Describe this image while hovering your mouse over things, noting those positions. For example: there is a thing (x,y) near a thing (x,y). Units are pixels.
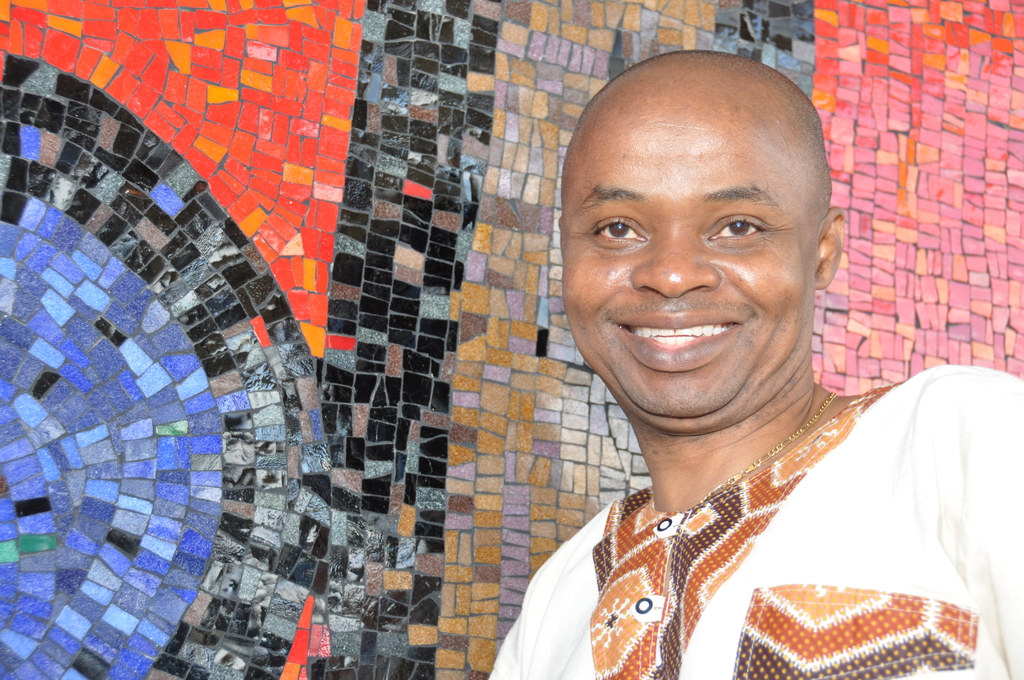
In this image we can see a person (905,555) is wearing white color dress (754,535). He is smiling. In the background of the image (394,90) we can see a wall (168,471) on which different colors are there.
